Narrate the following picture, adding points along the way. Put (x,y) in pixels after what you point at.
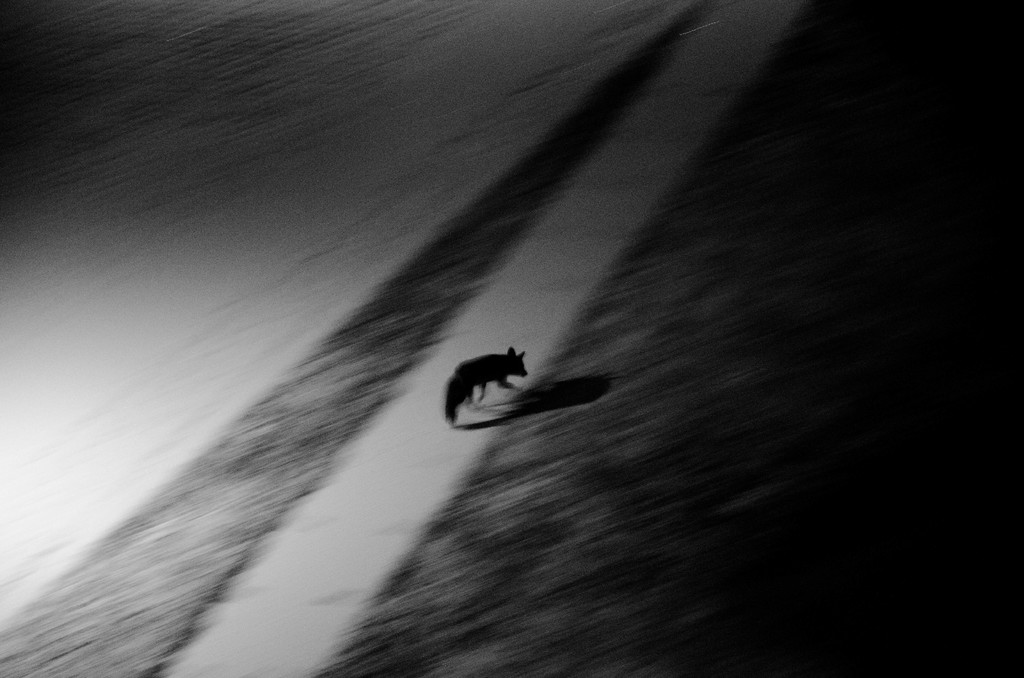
This is a black and white image. In the image we can see an animal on the ground (518,251).
